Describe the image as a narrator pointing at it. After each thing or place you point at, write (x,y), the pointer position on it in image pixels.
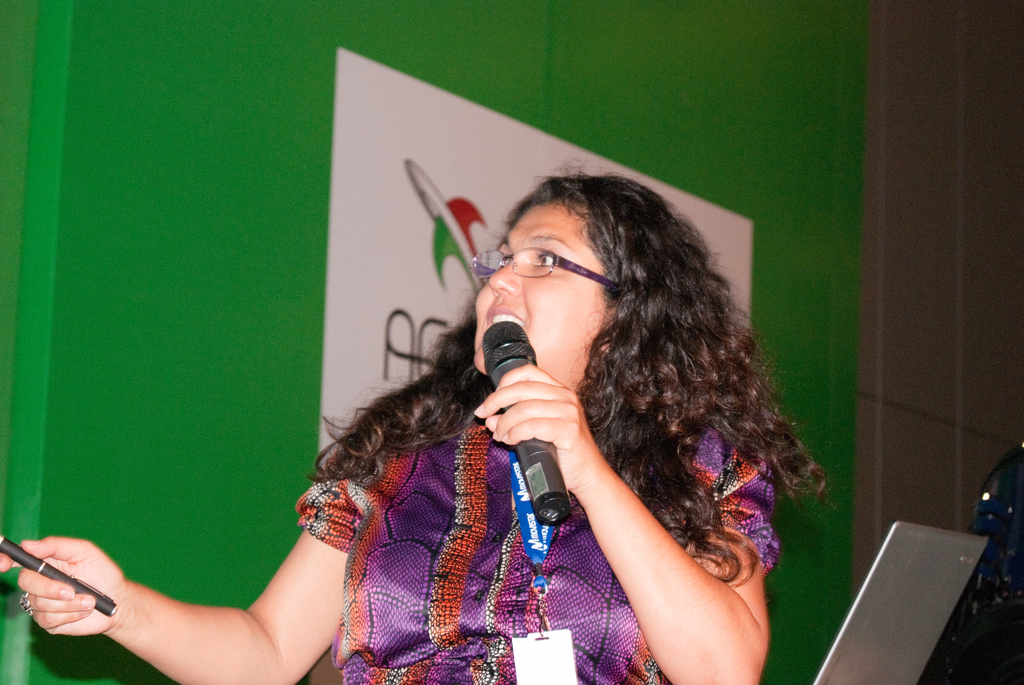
In this Image I see a woman (322,527) who is holding a mic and a pen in her hands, I can also see a laptop (883,681) over here.
